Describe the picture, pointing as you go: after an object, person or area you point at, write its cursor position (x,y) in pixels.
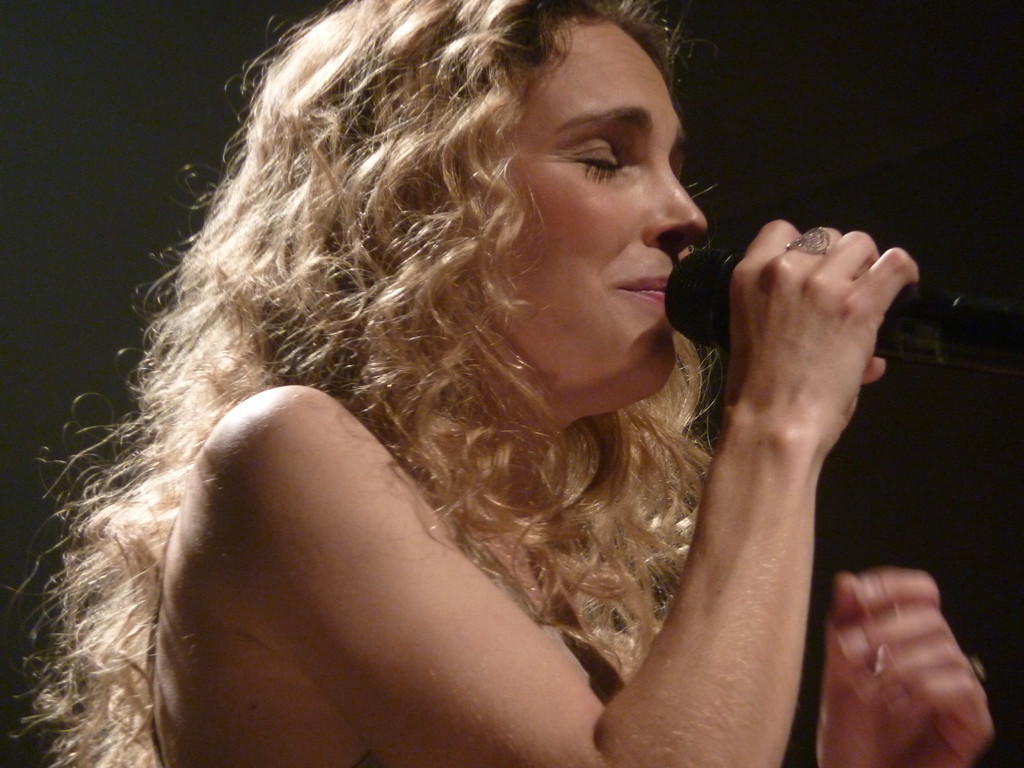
In this picture there is a woman (904,585) standing, singing, she closed her eyes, also she is holding a microphone (669,315) in her right hand (790,317) and she is wearing a ring (825,230) to her middle finger (835,240) and in the background (77,112) there is a darkness (825,84).
